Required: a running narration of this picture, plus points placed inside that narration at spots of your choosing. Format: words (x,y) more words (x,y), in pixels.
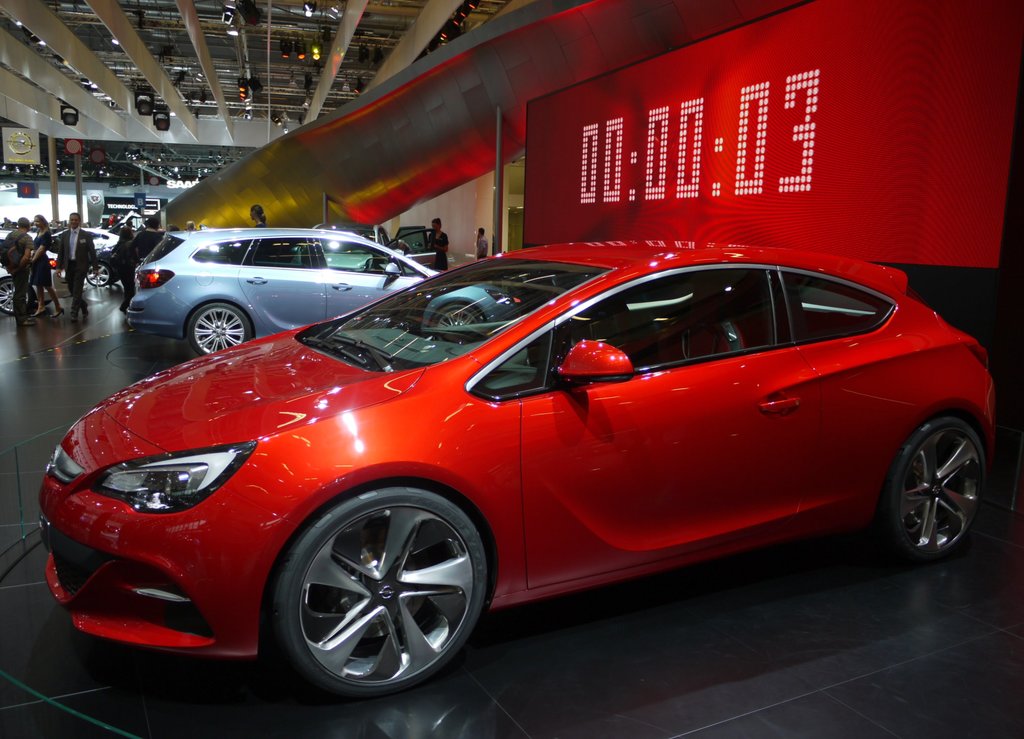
In this image we can see two cars (443,334) one is in red color and the other one is in blue color. Right side of the image (911,127) digital board (771,180) is present. Background of the image (26,270) people (70,259) are walking and standing.
